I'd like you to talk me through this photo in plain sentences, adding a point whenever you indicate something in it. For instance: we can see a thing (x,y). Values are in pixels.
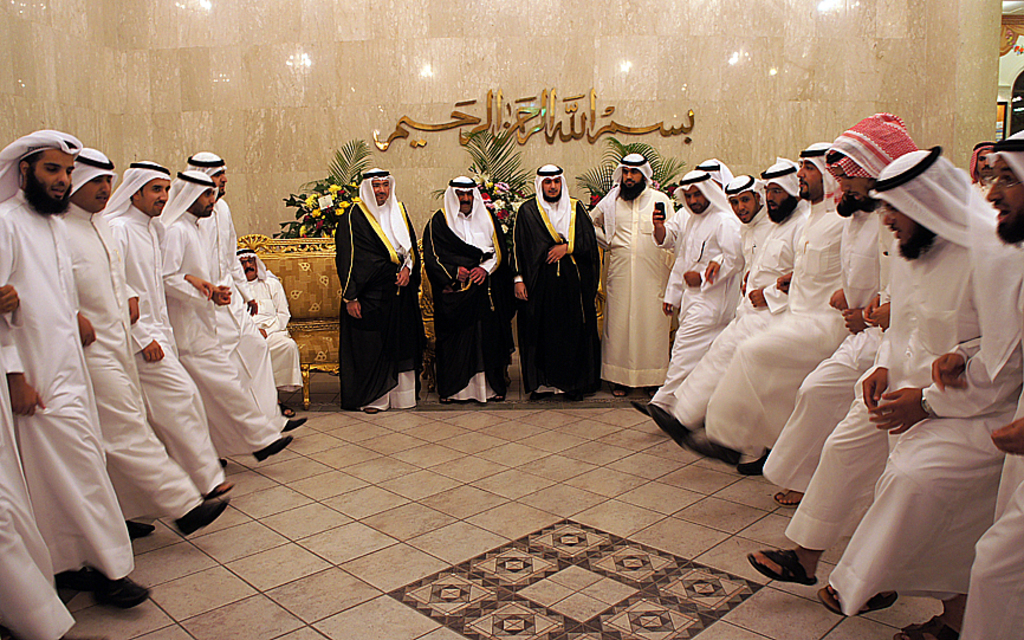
In this picture we can see group of people (483,234), they are standing and a man (261,330) is sitting on the sofa (332,340), in the background (306,223) we can see few plants (614,171) and some text (549,129) on the wall (590,60).
